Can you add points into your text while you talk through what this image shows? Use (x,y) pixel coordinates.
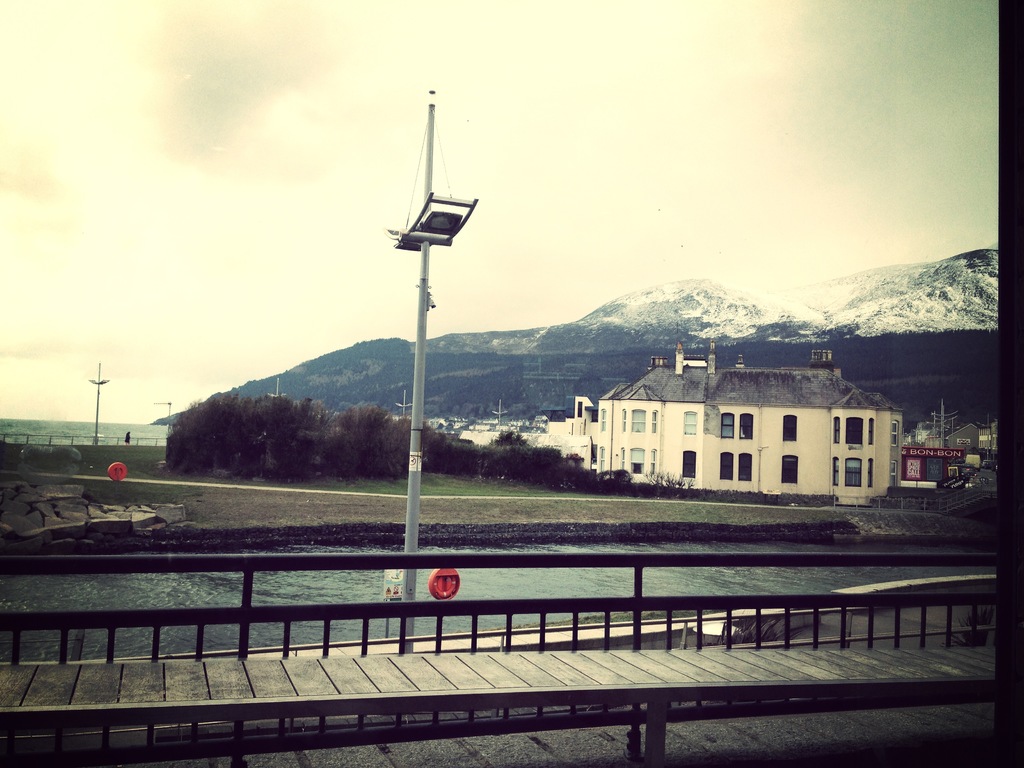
In the image there is a canal (575,586) in the middle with buildings (812,464) and trees (369,466) behind it and a bridge (454,606) in the front (583,670), in the back (751,314) there are hills (637,322) covered with snow (904,303) and above its sky (146,165).
